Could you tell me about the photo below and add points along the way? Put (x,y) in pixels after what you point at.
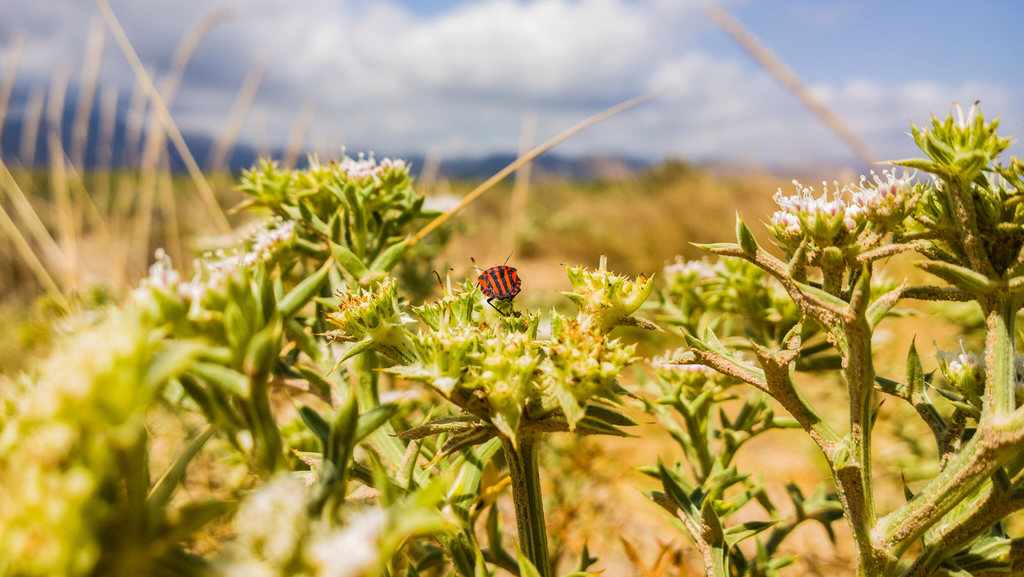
In this image there are plants (575,369) with flowers (505,388), there is an insect (501,282) on the flower (479,342) of a plant (494,312), and there is blur background (501,250).
